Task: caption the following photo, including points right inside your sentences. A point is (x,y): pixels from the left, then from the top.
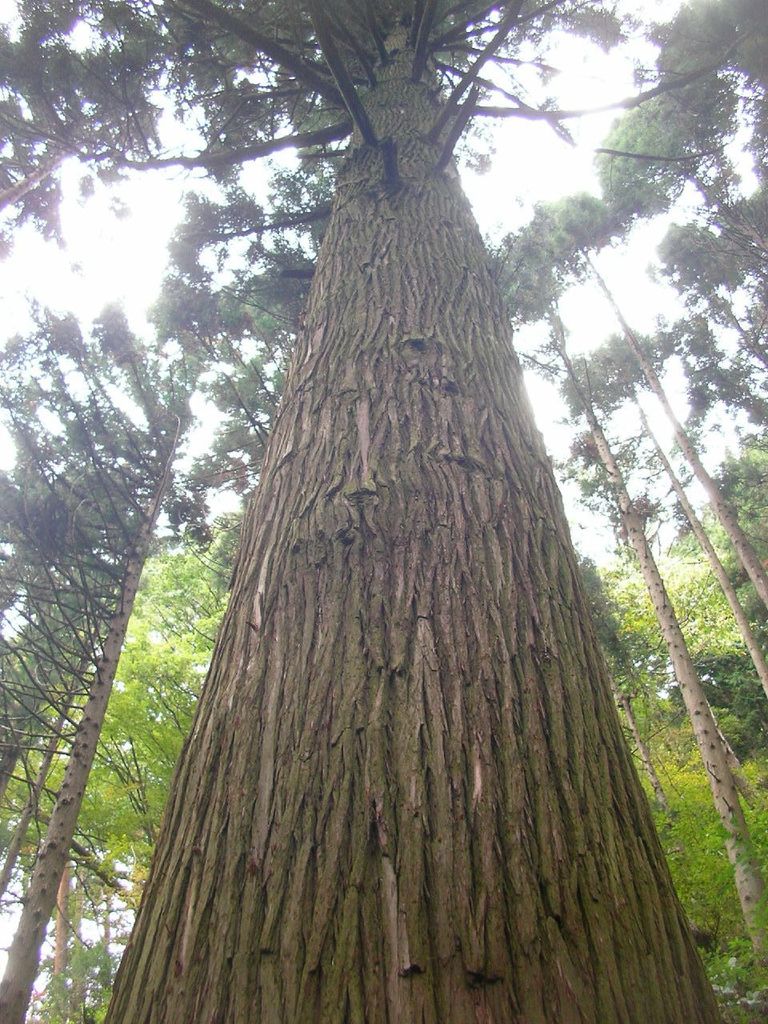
In this image I can see a tree (432,629) which is brown and green in color. In the background (38,907) I can see few other trees (119,699) which are green in color and the sky (649,263).
